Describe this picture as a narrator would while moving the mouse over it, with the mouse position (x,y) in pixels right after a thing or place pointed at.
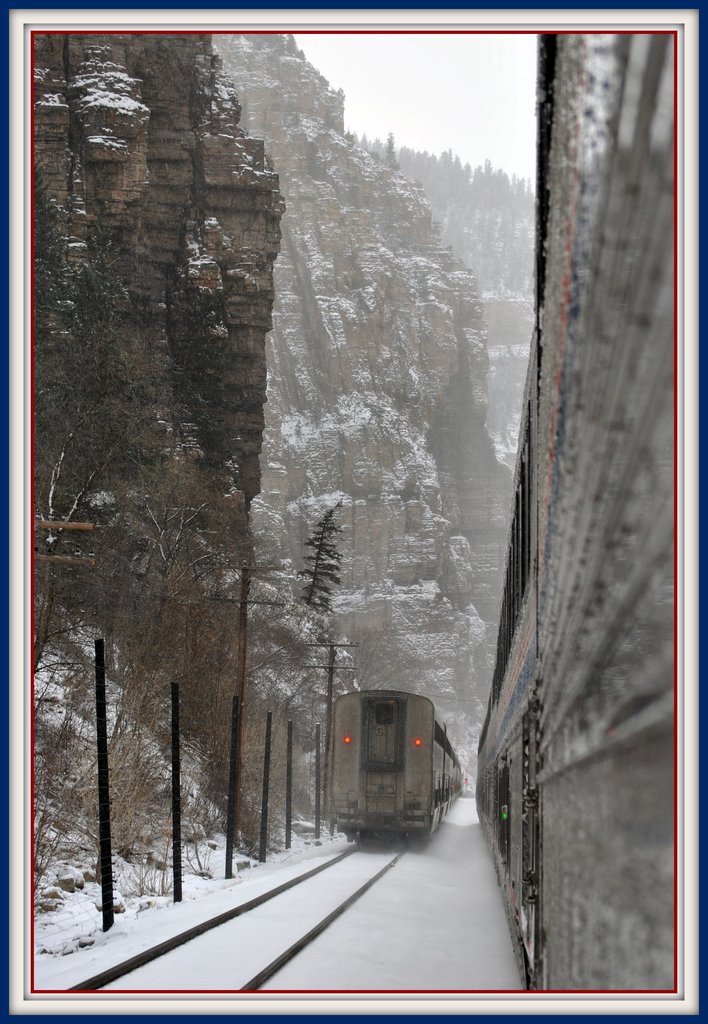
In this picture we can see trains (492,794) on the railway tracks (343,893) covered with snow (155,943) and surrounded by mountains (314,471), trees (197,655) and poles (101,831).
